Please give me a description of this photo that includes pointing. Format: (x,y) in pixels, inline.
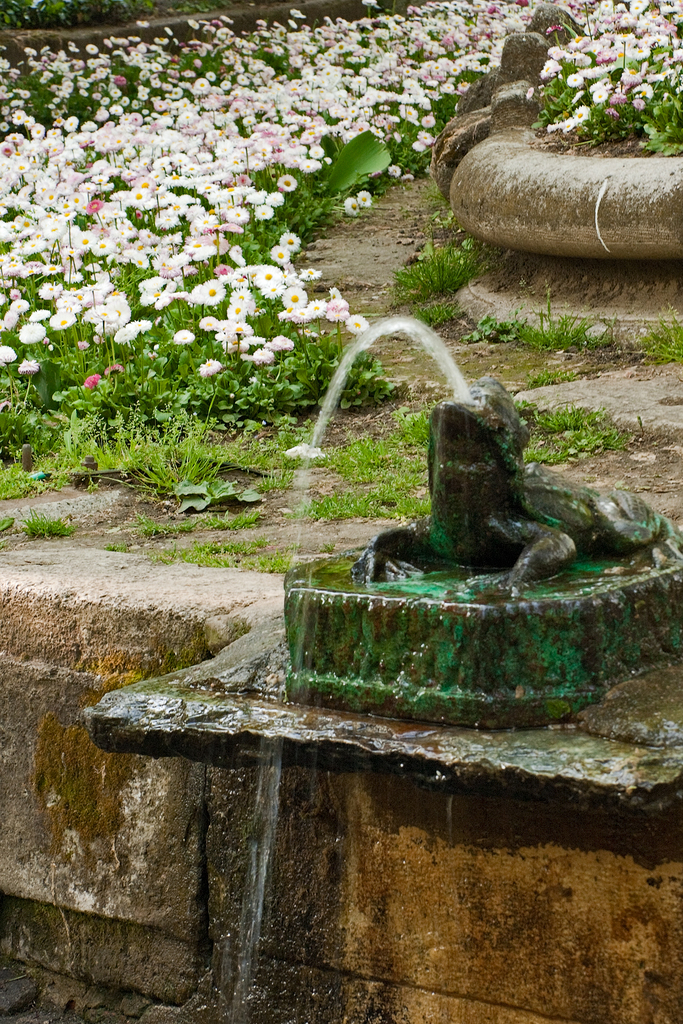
This image is taken outdoors. At the bottom of the image (327,929) there is a wall (109,846). On the right side of the image (549,547) there is a fountain (476,465) and there is a sculpture (452,475). In the background (154,354) there are many plants (142,360) with flowers (165,291), green leaves (279,309) and stems (181,307). Those flowers (226,169) are pink and white in colors.
